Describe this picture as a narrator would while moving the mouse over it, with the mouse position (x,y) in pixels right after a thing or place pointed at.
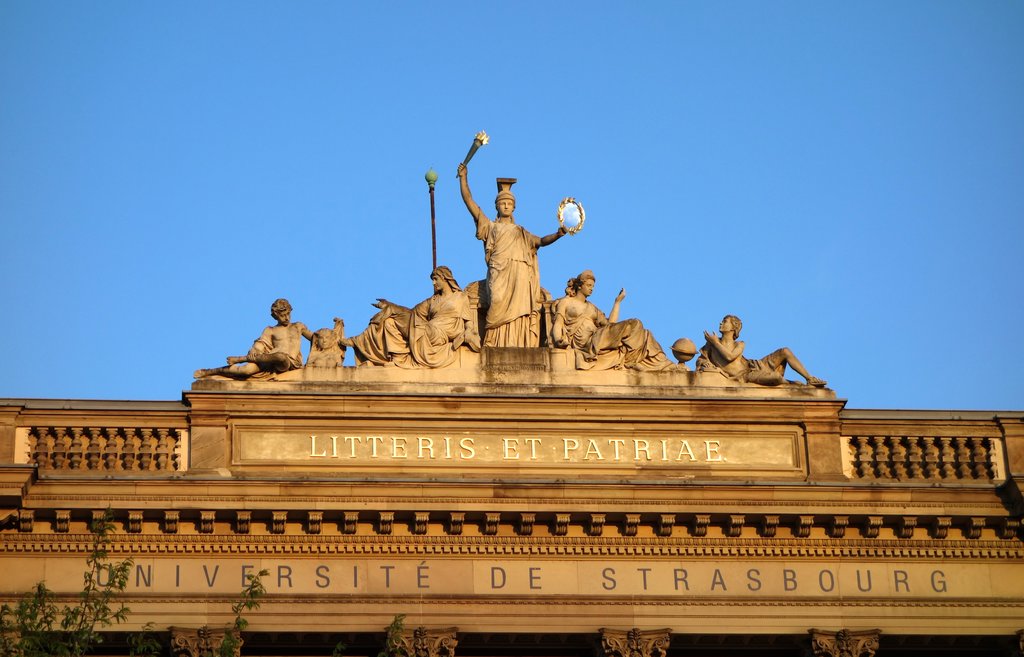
In this picture I can see sculptures (520,278) and text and I can see trees (231,633) and a blue sky (418,192).
